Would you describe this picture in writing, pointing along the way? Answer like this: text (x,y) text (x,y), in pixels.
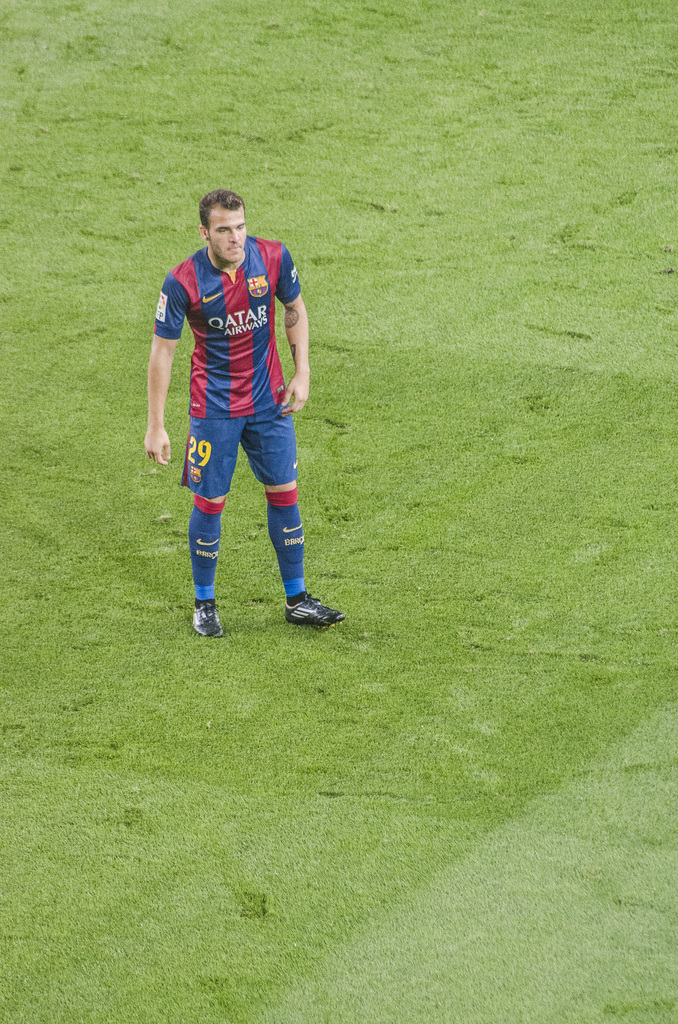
This picture is clicked outside. In the center (284,390) there is a person (252,289) wearing t-shirt (255,353) and standing on the ground (243,621). The ground (31,50) is covered with the green grass (281,684).
